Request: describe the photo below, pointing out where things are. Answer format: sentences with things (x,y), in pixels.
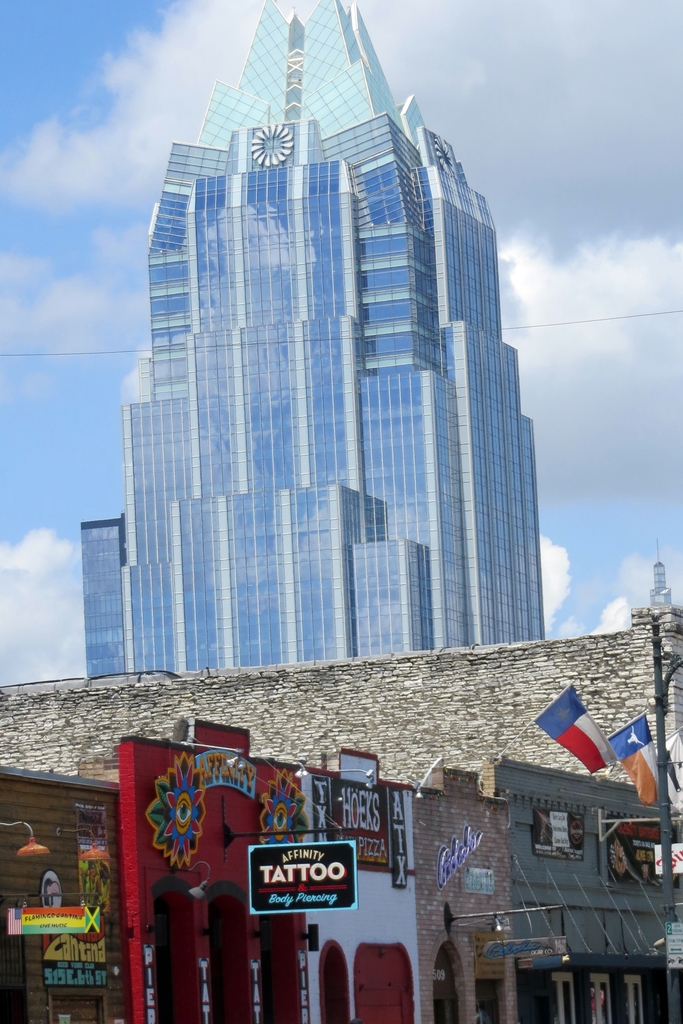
In this image I can see few stalls (327,924) and I can also see flags (586,725), light poles (658,737). In the background (520,525) I can see the glass building (357,385) and the sky (506,183) is in blue and white color.
